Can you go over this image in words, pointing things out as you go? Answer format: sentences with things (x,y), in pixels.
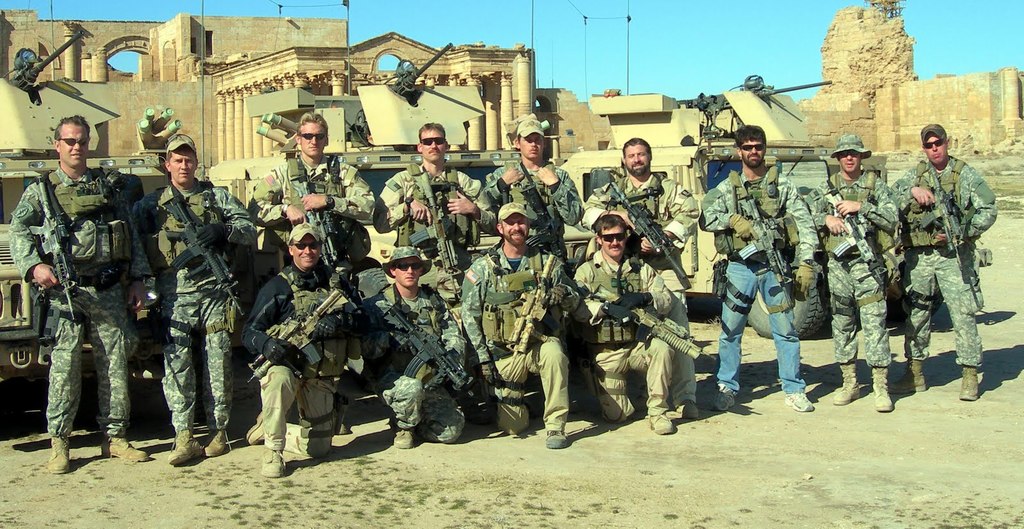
In this image in front (624,288) there are four people (476,350) sitting and they are holding the guns (632,322). Behind them there are a few people (946,270) standing and they are holding the guns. There are cannons (634,119). On the right side of the image (872,108) there is a wall (955,124). In the background of the image (388,19) there are buildings (172,21), poles (530,58) and there is sky (722,35).
